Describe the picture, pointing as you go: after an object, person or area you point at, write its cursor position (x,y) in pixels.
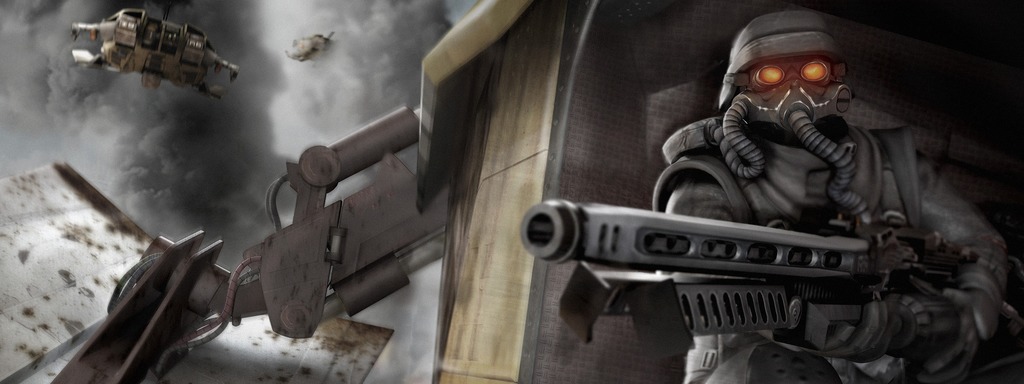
This is animated picture, there is a person (796,205) holding a gun (589,235) and we can see object (289,169). We can see airplane (236,64) in the air (246,118) and sky (247,132) with clouds (157,179).
